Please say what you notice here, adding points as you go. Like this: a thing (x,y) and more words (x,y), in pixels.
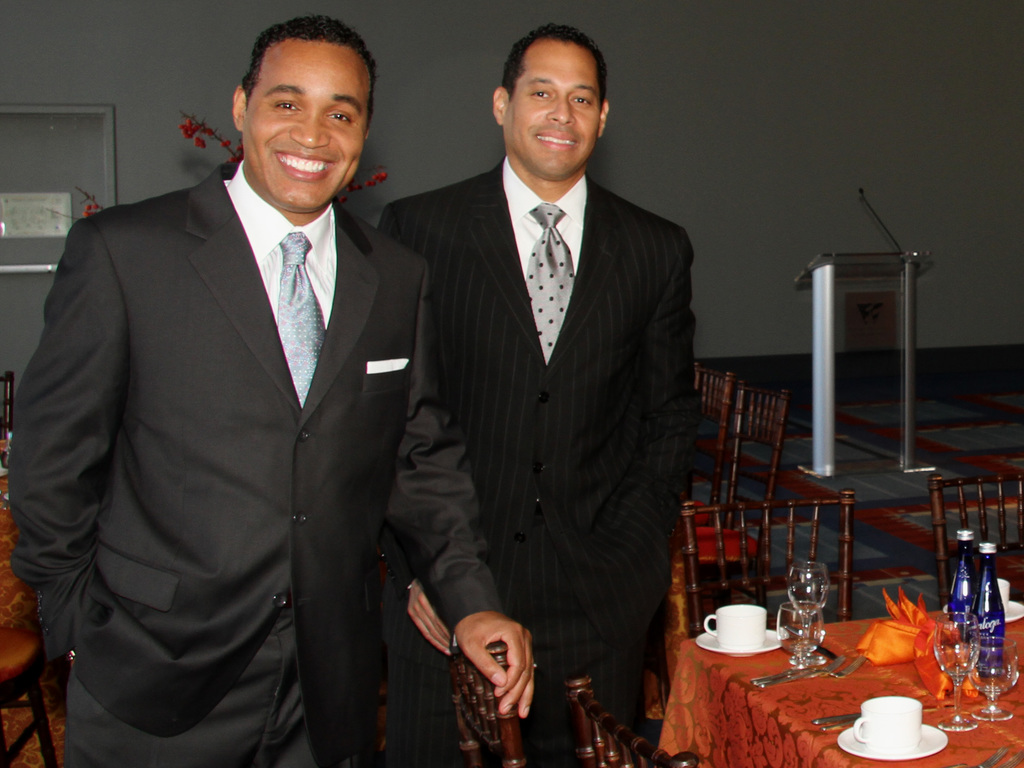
In this image there are two persons (417,356) with black suit (406,481). To the right of the persons (435,425) there is a dining table (855,660) with chairs (851,566). On the top of the table (833,666) there is a cloth (803,686) and also cups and saucers (853,741), glasses (807,649), bottles (961,589) and spoons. In the background (896,267) there is a podium (878,257) with a mike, a flower vase (232,154) and also a plain wall (188,59). Mirror (83,199) is also visible.
